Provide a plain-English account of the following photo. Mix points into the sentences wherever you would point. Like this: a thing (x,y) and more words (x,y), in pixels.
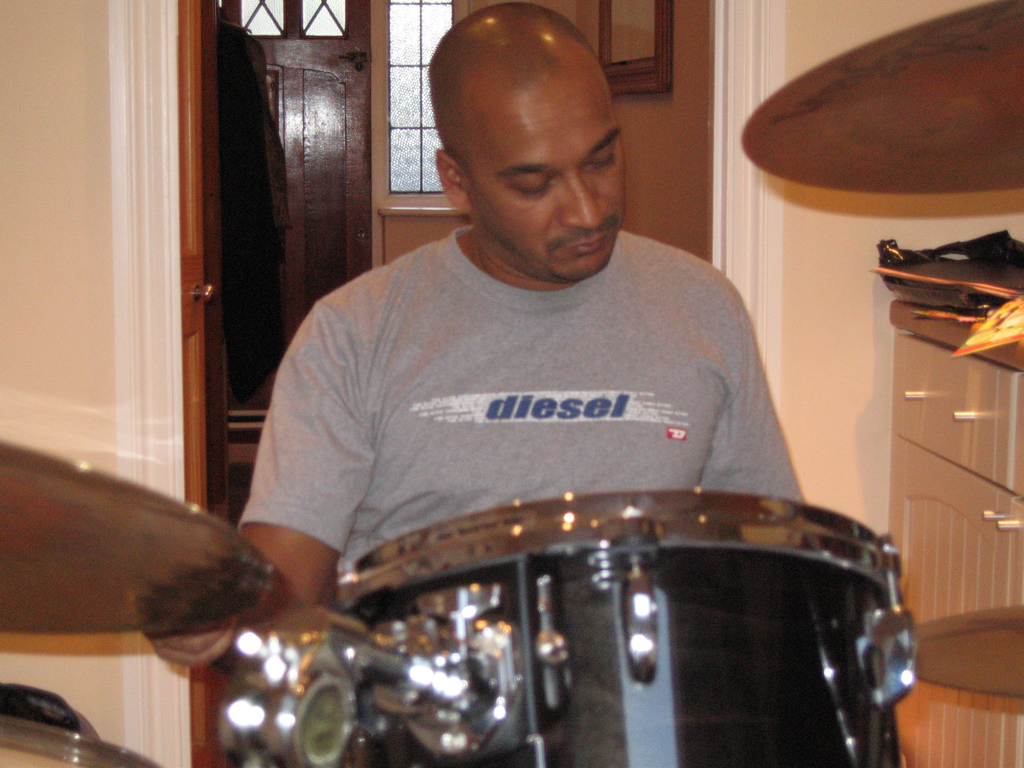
In this image i can see a person (437,433) wearing a gray color t -shirt (371,395) and back side of him there is a door (297,196). in front of him there is musical instrument (717,656).
